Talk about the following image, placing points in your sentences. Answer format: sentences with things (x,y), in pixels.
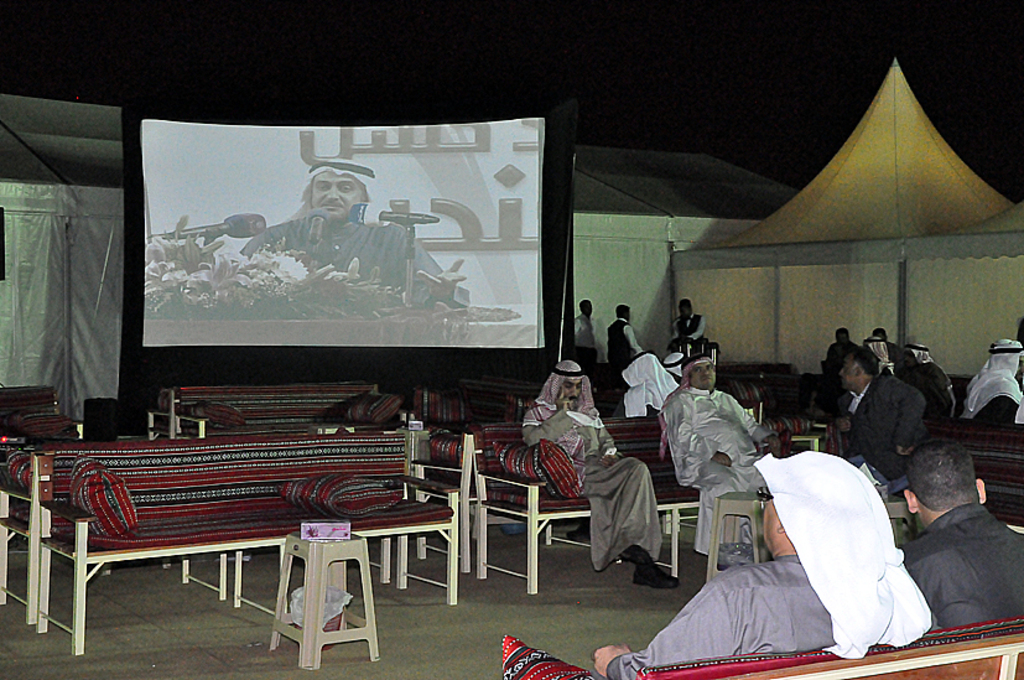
In this picture we can see some persons (733,643) sitting on the chairs (770,654). This is the floor (471,644) and there is a screen (359,264). On the screen (353,265) there is a man (283,243). These are the flowers (303,304). Here we can see some persons (629,322) are standing on the floor (214,659).
